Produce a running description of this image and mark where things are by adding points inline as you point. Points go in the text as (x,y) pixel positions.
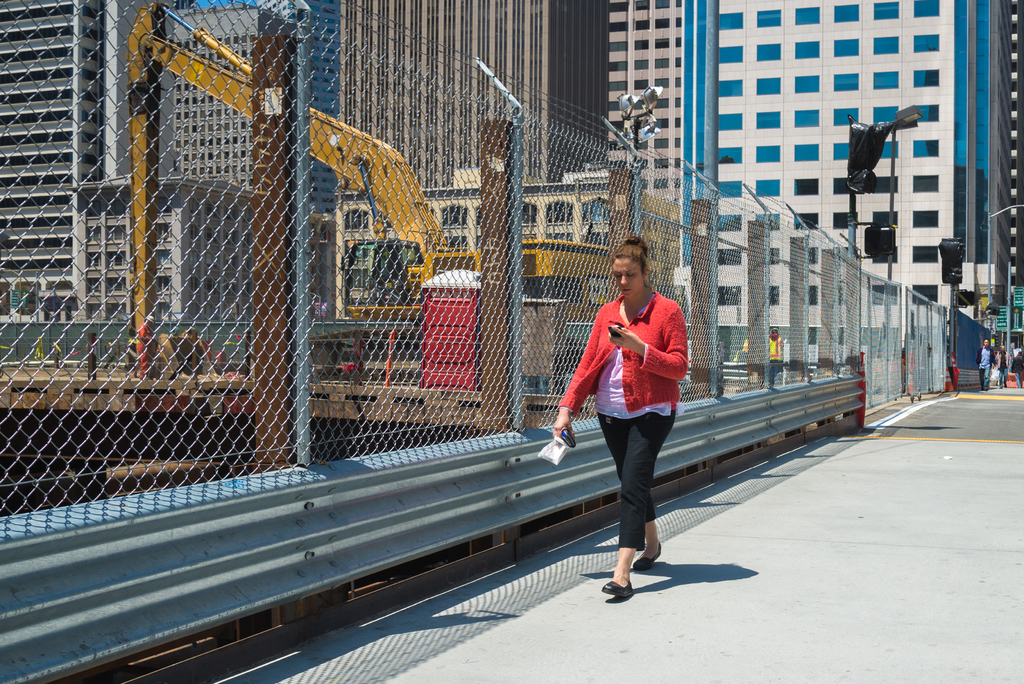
In this image there is one women (565,421) standing in the bottom of this image (632,478) is wearing red color jacket (658,372) and holding a mobile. There is a fencing wall (562,285) in the background (560,288). There are some persons (987,372) standing on the right side of this image (985,358) and there are some buildings (574,78) on the top of this image (472,108). There is a road (806,599) in the bottom of this image (800,631).
